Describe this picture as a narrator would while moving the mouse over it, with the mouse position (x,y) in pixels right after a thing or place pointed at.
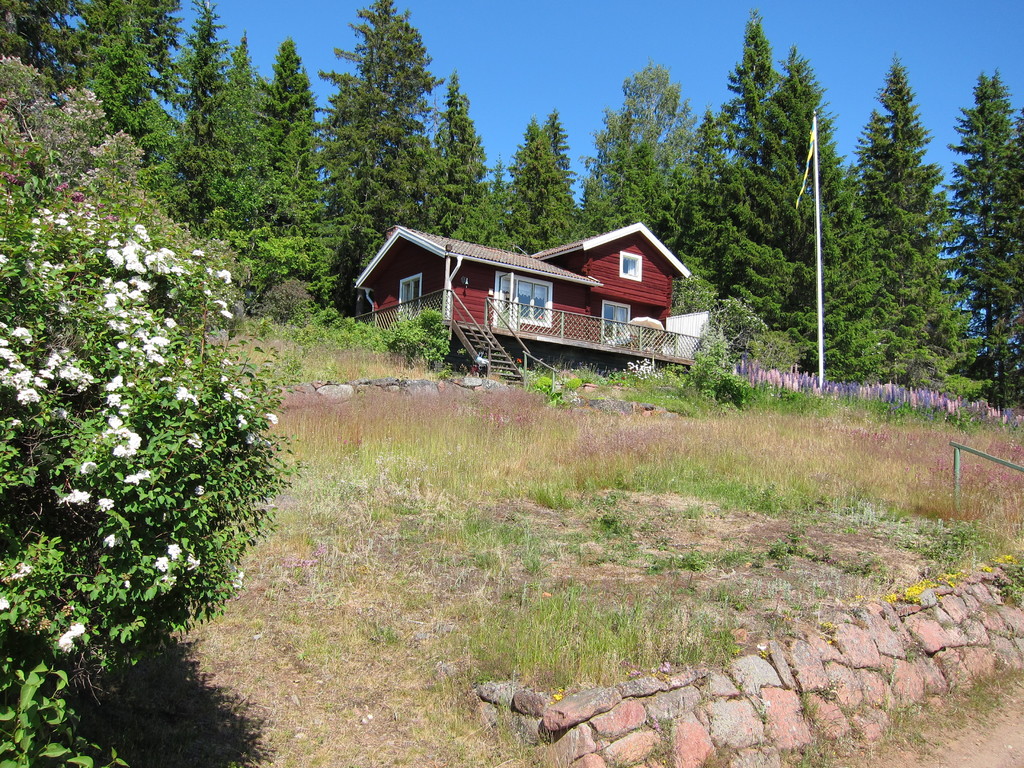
In this image, we can see the house (559,307), walls (478,293), railings (495,314), windows (534,283), curtains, stairs (498,339), plants (59,469), flowers (244,415), grass (464,395) and fencing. At the bottom of the image (694,754), we can see stone wall (780,718). Background (502,206) there are so many trees (373,196) and sky (582,81). On the right side of the image (956,460), we can see rods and pole (819,327).
